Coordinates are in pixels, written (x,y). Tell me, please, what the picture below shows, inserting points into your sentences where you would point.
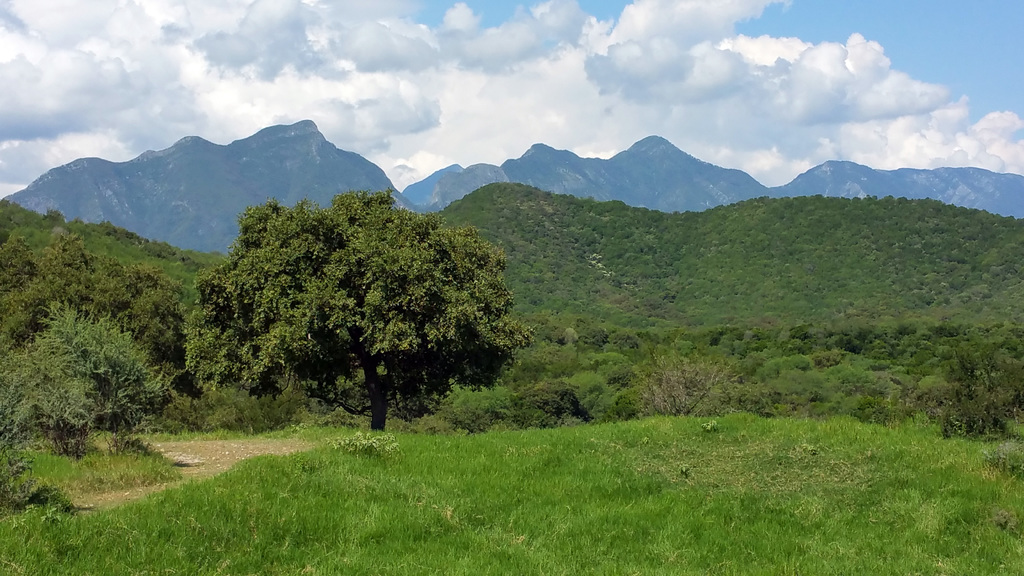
At the bottom of the image (511,491) there is grass (273,458) on the ground (166,452). And also there are small plants (33,403) and trees (391,302) in the image. Behind them there are hills (211,202). At the top of the image (296,61) there is sky (318,22) with clouds (82,82).
